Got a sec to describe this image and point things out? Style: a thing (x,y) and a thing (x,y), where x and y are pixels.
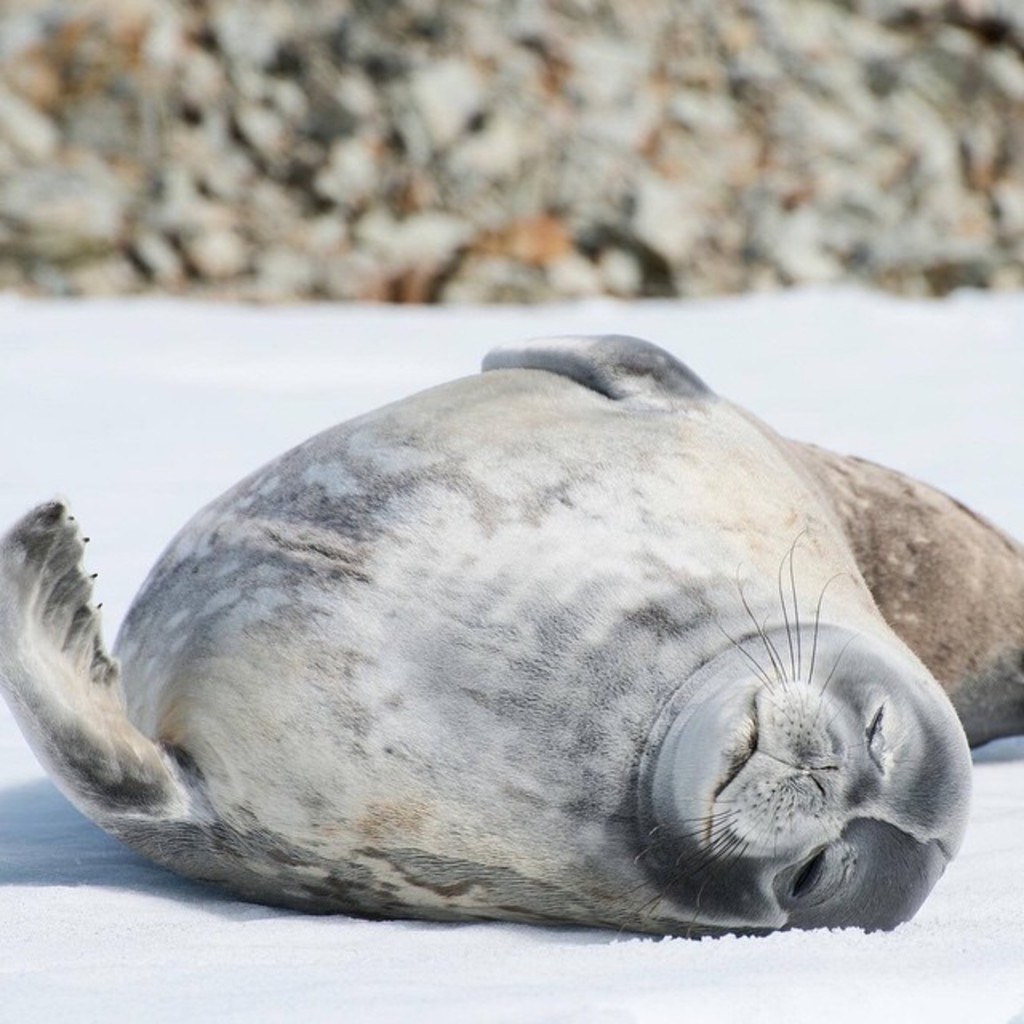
In this image we can see grey color seal (420,596) is sleeping on the snow ground (464,990).
